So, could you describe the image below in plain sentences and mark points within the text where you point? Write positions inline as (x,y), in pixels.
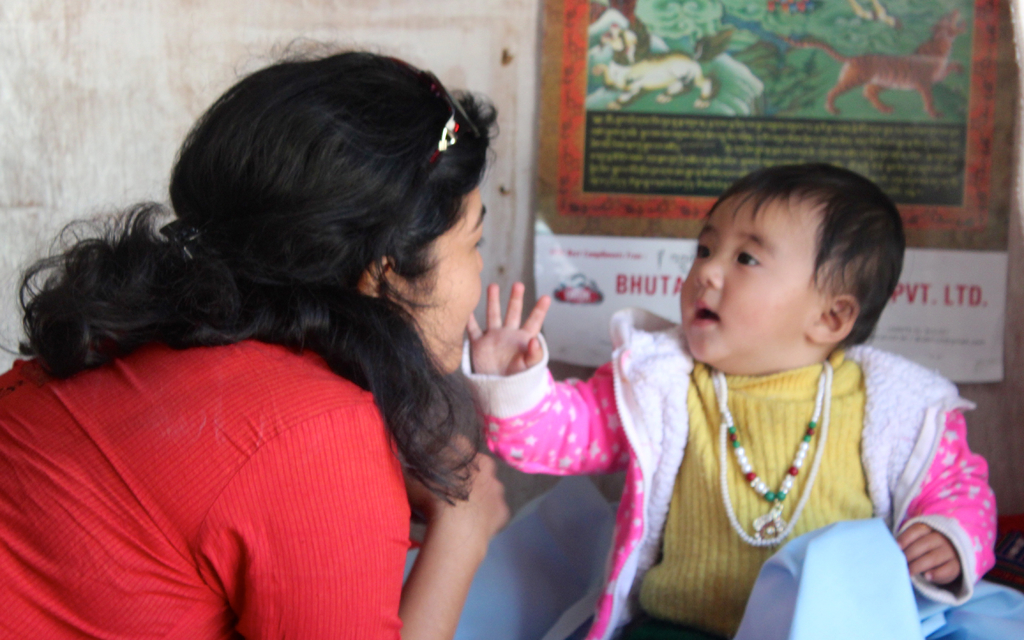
As we can see in the image there are two people (844,396), poster (702,143) and a white color wall (68,64).
